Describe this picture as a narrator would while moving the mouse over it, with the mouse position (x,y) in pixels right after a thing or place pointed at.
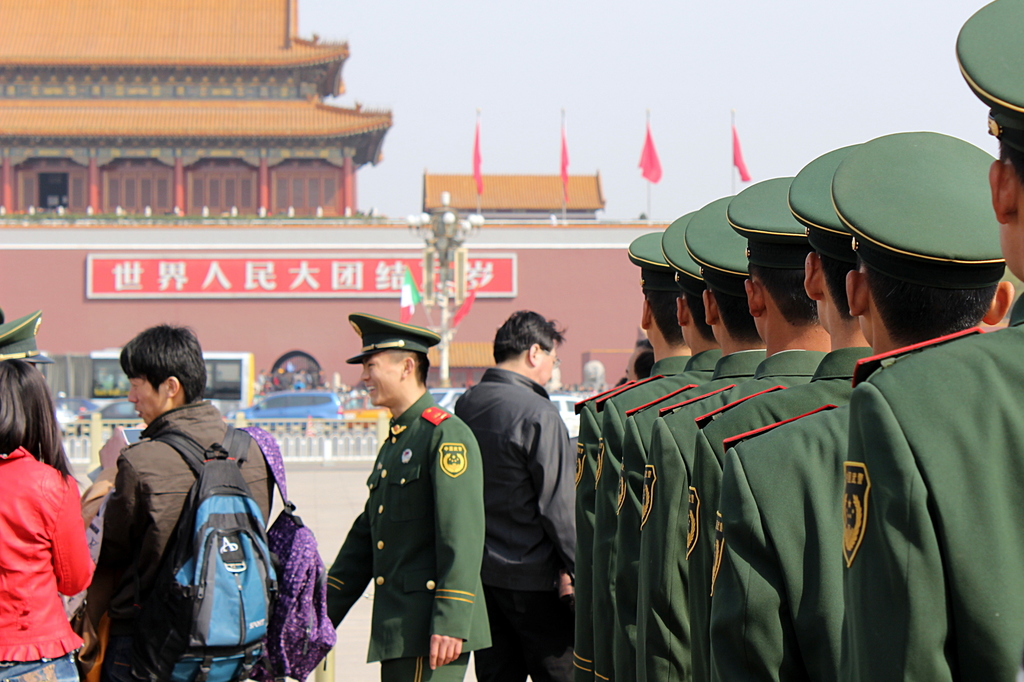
In this picture we can see a group of people (878,374) marching and here man (419,460) wore cap (381,320), blazer (372,507) and smiling and beside to him man (154,446) carrying bags (192,542) and looking at this woman (44,451) and in background (293,180) we can see buildings (94,184), wall (339,256), pole (455,254), sky (831,33), flags (741,149).
